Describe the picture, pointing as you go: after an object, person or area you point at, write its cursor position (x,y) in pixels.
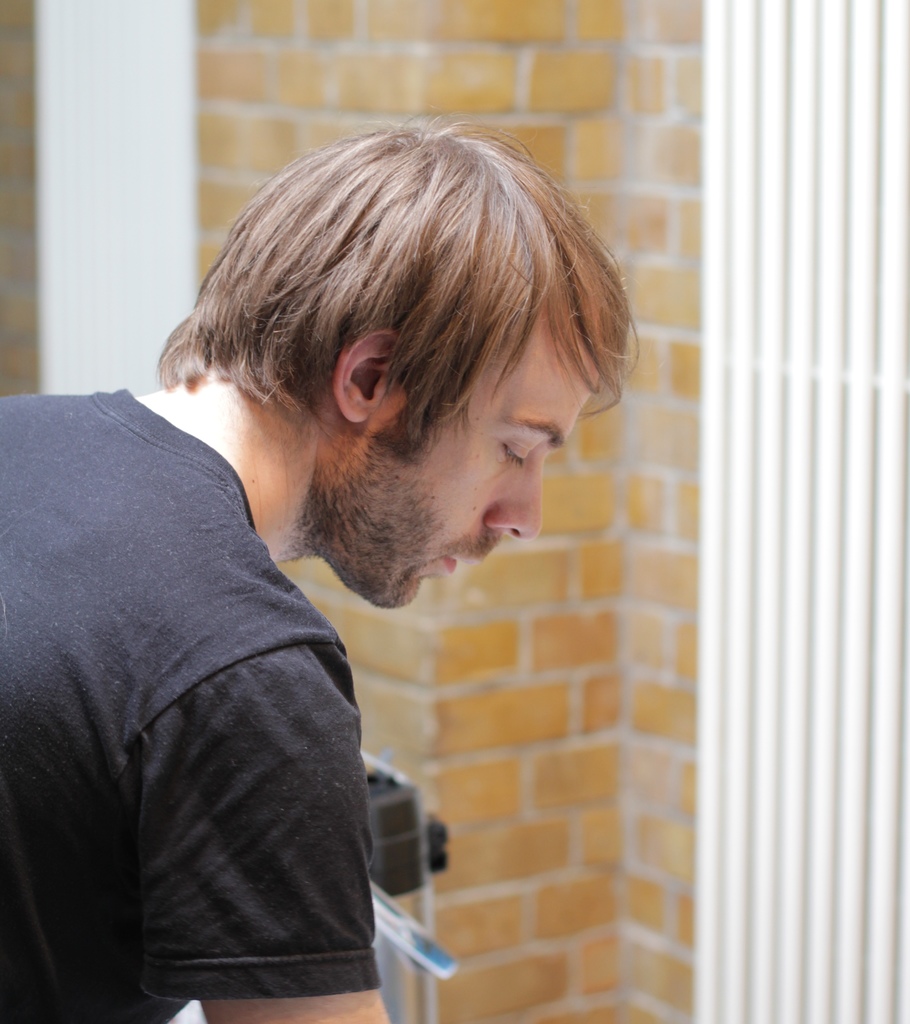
In this image, we can see a person (250,955). We can see the brick wall (396,62) with some white color pipes (796,510). We can also see an object (438,827) in front of the person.
